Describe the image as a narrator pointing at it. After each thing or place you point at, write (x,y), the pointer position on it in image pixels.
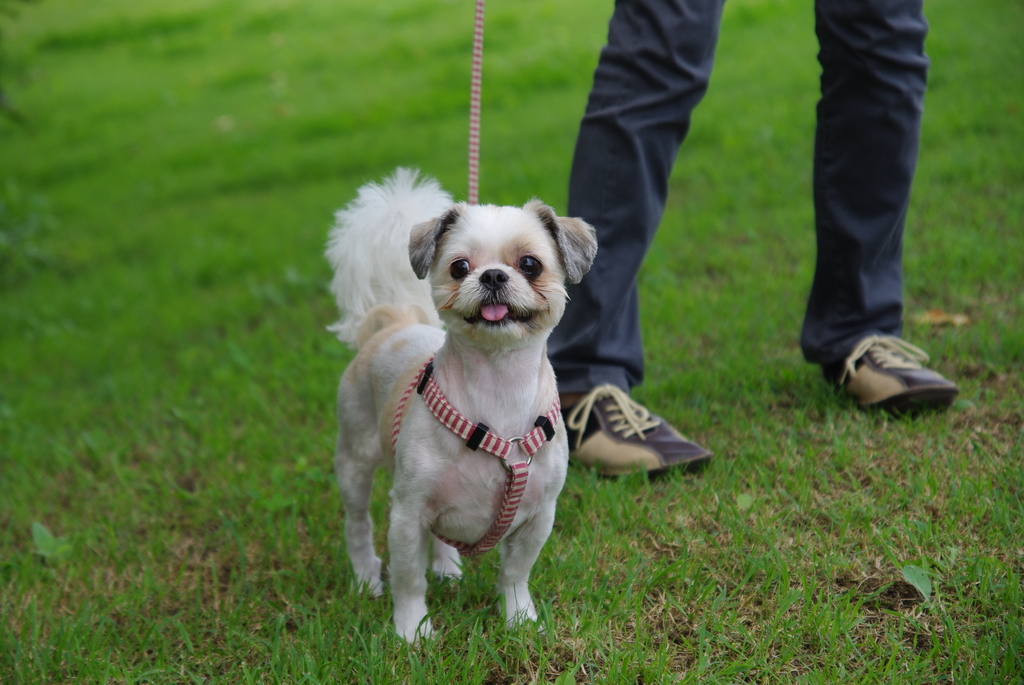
In this picture, we see a white dog (423,433). The leash (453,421) of the dog (434,440) is in pink color. At the bottom (731,613), we see the grass (708,610). On the right side (841,15), we see the legs (858,15) of the person (641,220) who is standing. The person (639,239) is wearing the grey pant (634,181) and the shoes (655,427). In the background (398,156), it is green in color and this picture is blurred in the background (230,98).
